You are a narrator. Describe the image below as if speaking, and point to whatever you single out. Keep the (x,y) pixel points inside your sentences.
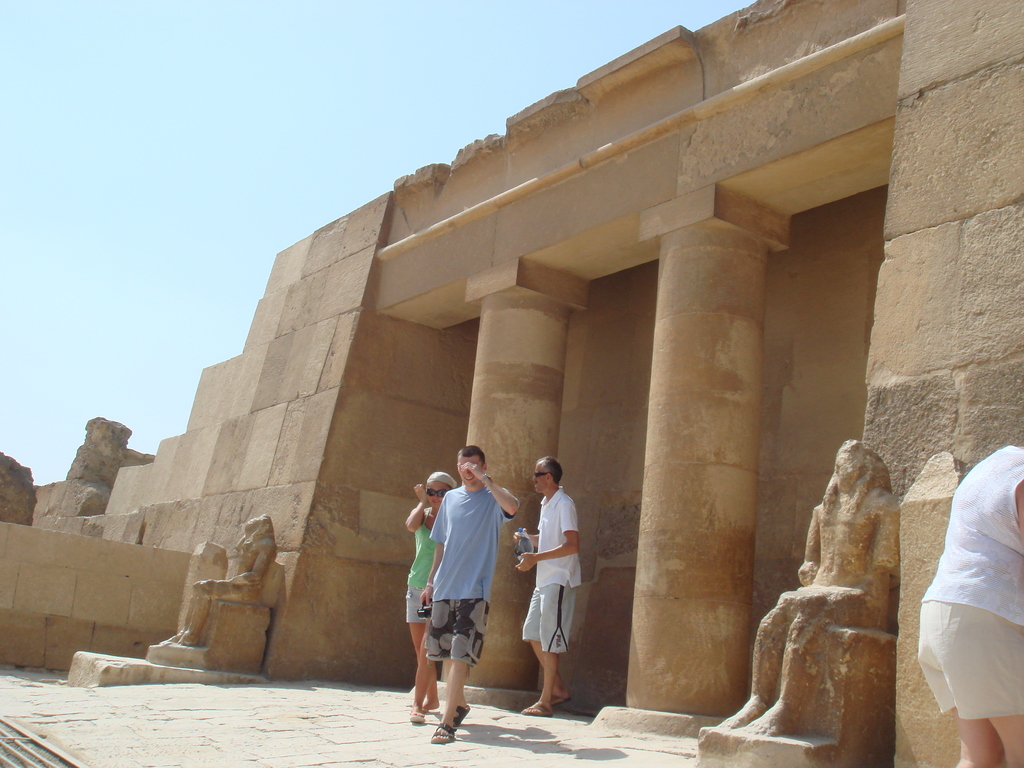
In this image there are three people (461,623) walking on the ground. Behind them there is a building (707,191). There are sculptures (800,575) near to the building (122,492). At the top (194,108) there is the sky (209,114).
